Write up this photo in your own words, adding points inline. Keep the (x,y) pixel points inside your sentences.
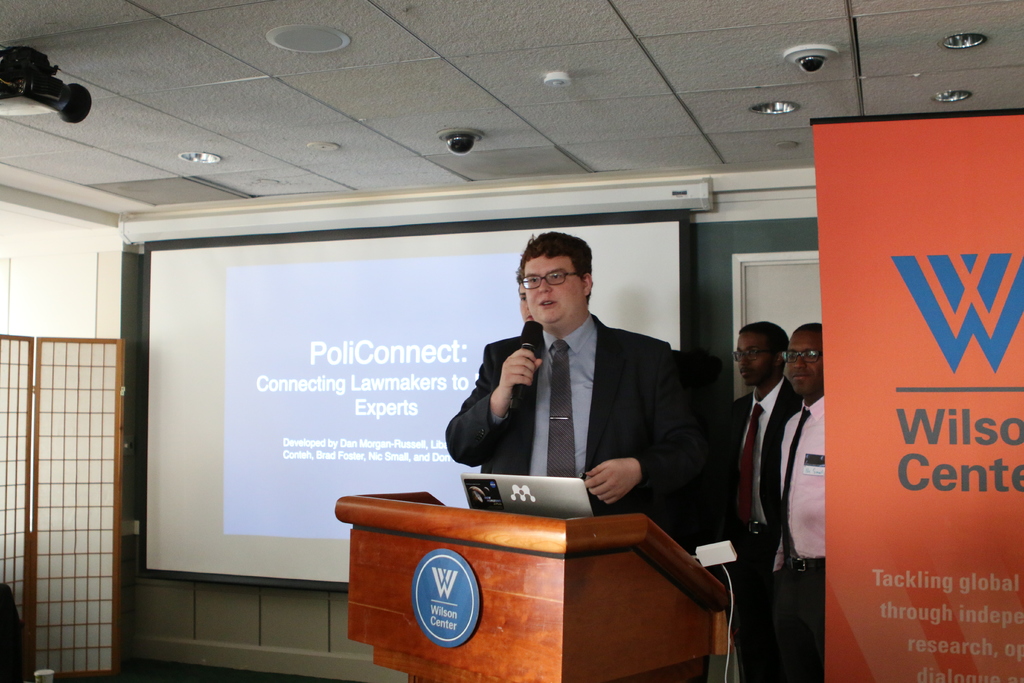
In this picture I can see people (670,420) standing. I can see a person (559,416) holding microphone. I can see wooden podium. I can see light arrangements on the roof (509,85). I can see the projector (47,92) and the screen (150,251). I can see the banner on the right side (883,338).
